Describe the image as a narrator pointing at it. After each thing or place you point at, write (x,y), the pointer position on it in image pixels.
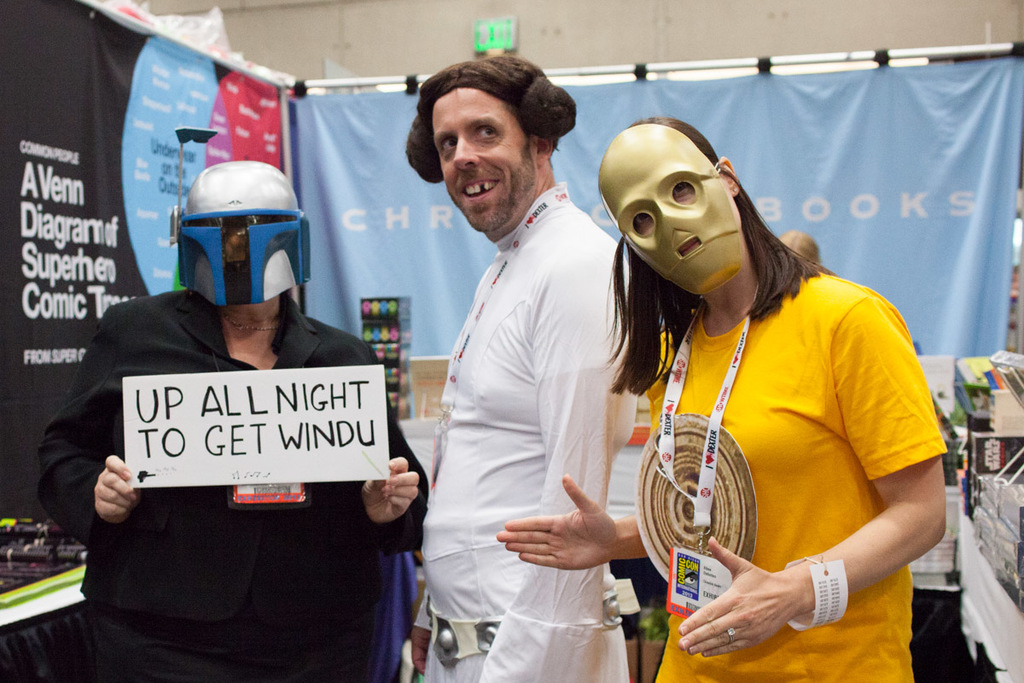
In this image we can see three persons (665,471). One person (786,407) is wearing a mask (683,224) and tag (700,490). Another person (243,336) is wearing a helmet (214,263) and holding a board (215,414) with some text (251,402). In the back (128,159) there are banners (222,155) with some text (141,161). Also there are few other items (967,479). In the background (295,35) there is a wall (407,20).
